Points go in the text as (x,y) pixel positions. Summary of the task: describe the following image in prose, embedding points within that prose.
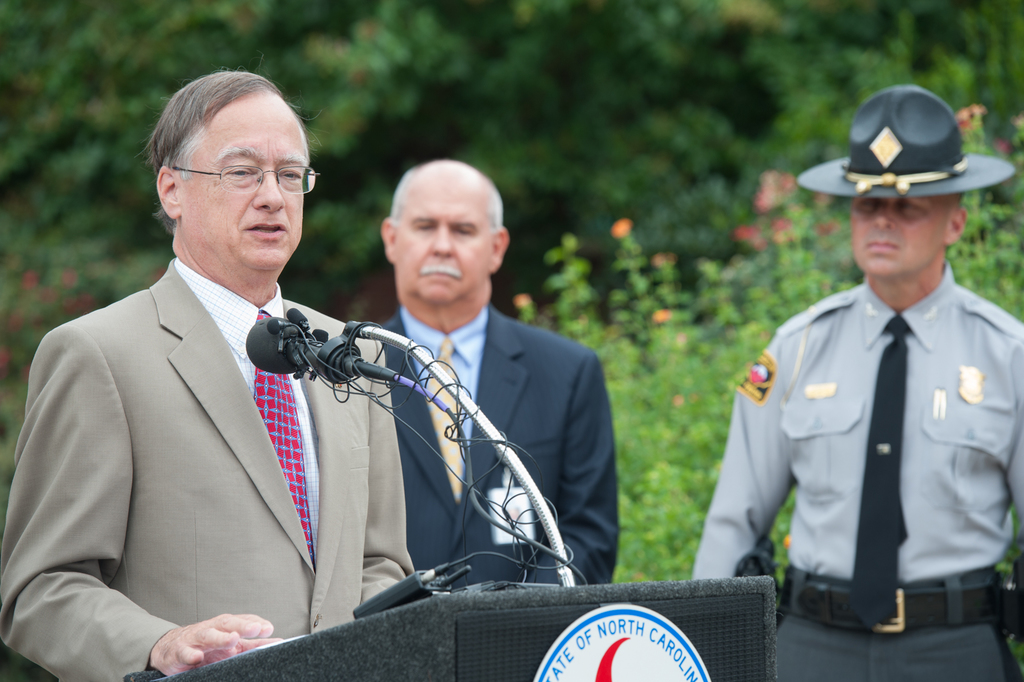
This is the man (183,527) standing near the podium (390,616). These are the mikes (529,471). There are two people (603,379) standing. In the background (551,126), I can see the trees (713,94) and the plants (676,257) with the flowers (615,232).
